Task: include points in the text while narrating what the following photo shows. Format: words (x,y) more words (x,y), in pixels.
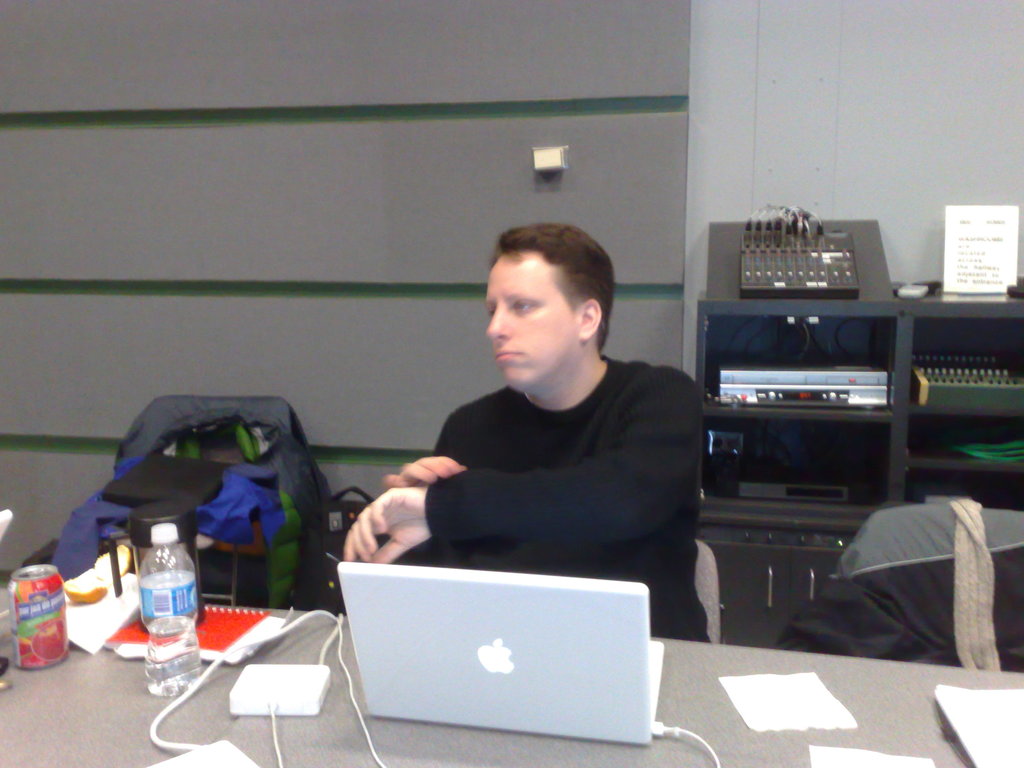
In this picture there is a man (552,528) sitting behind the table (732,671). There is a laptop (594,732), book (244,646), wires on the table (584,767). At the back (757,231) there is a device (757,233) and at the left (192,441) there is a bags (233,493).
